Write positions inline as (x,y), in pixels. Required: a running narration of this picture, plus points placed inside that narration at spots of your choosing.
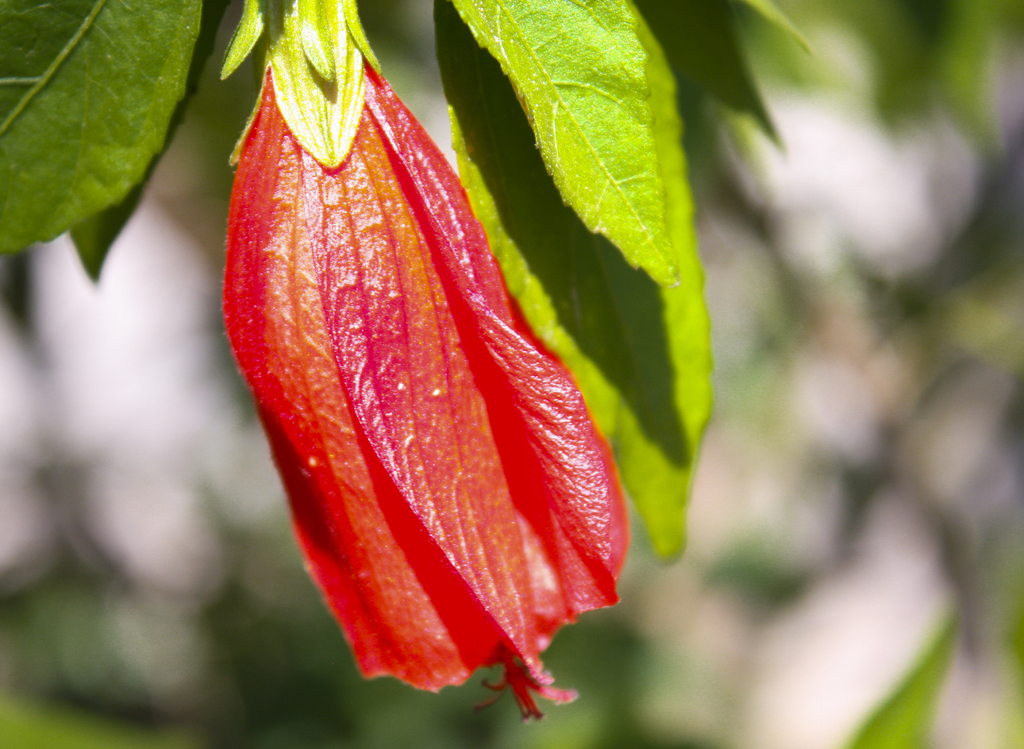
In this image in the front (397,287) there is a flower (375,323) and there are leaves (492,118) and the background (39,673) is blurry.
